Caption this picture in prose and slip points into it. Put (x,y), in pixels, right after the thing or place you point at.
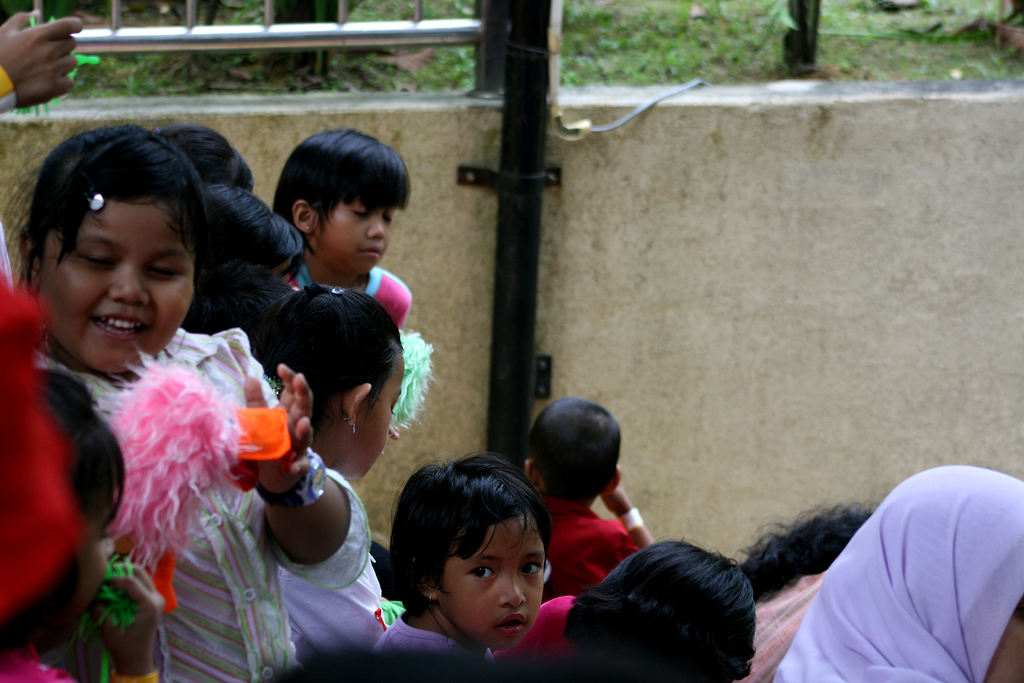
In this image we can see kids (760,559). In the background (829,315) there is a wall (548,279), rod (520,248) and a fence (257,49).
